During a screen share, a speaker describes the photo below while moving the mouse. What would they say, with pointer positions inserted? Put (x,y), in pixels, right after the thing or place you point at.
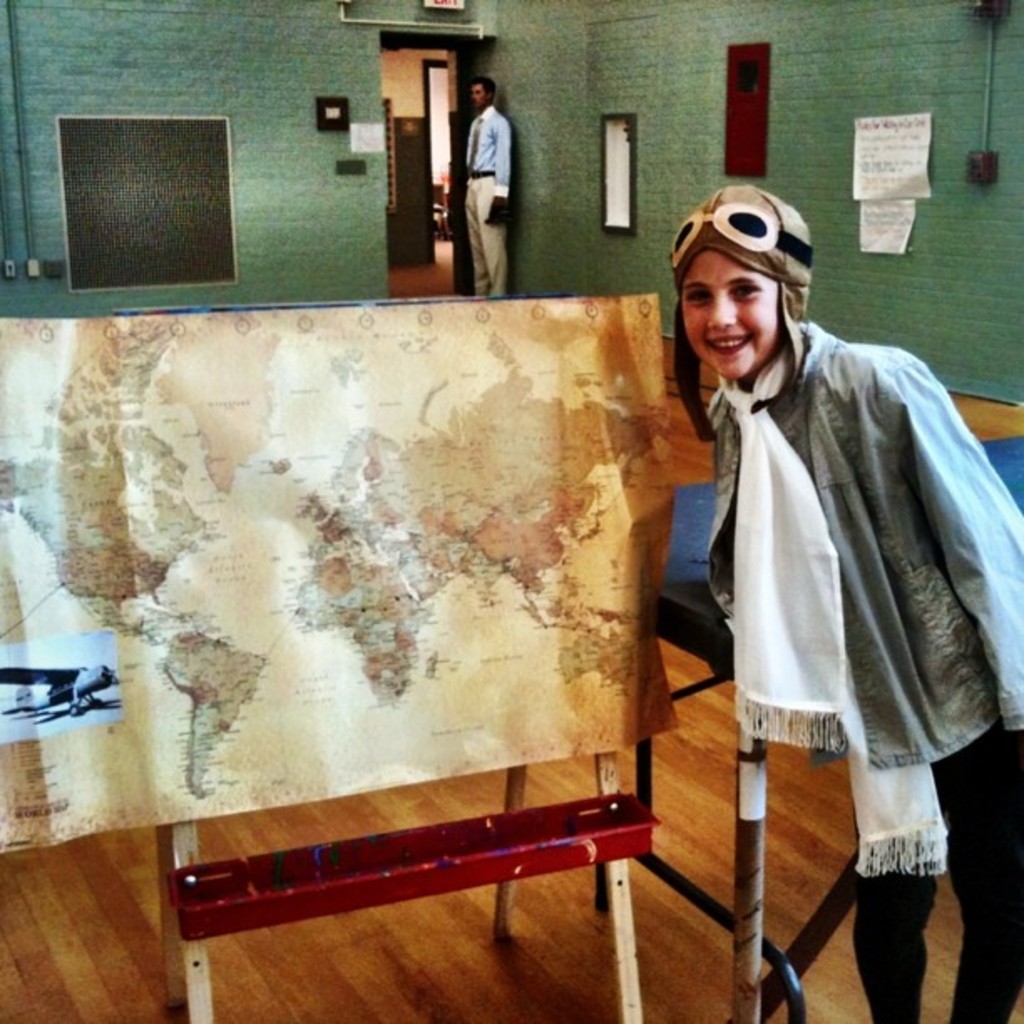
In this image there is a map (373,383) which is on the stand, a person (963,872) standing near the map (574,679), table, papers (881,167) and a frame (157,117) attached to the wall (51,87), another person (489,201) standing, wall (665,76), pipes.
